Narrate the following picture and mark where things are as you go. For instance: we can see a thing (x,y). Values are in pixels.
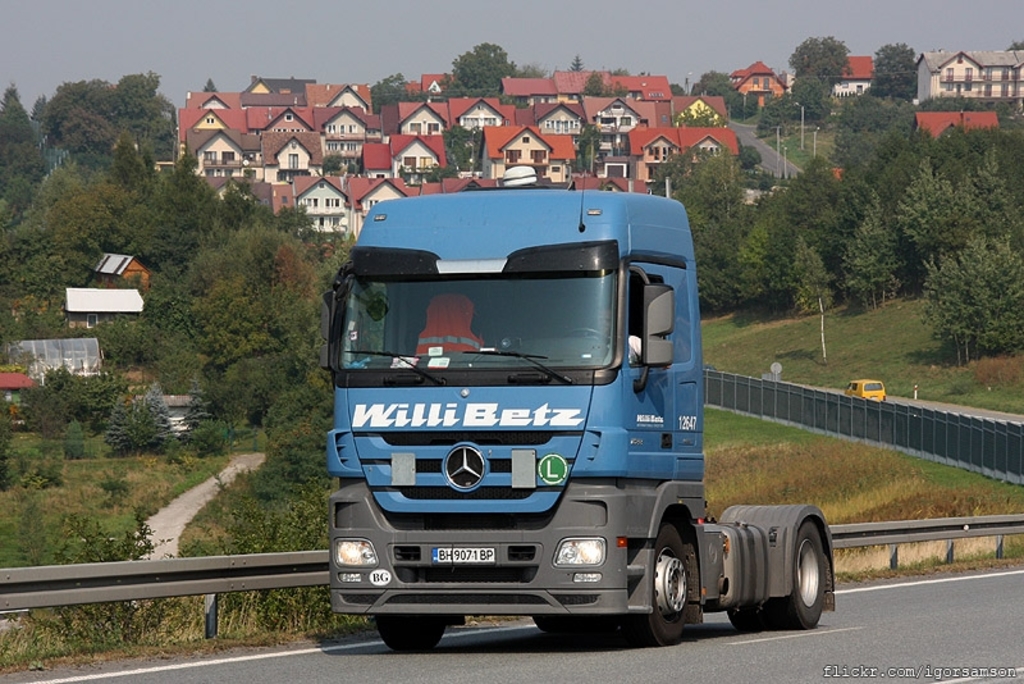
In this image I see 2 vehicles (680,371) on the road (256,651) and in the background (137,262) I see number of trees (238,343) and houses (684,109) and I see the sky (283,52) and I see the watermark (963,674) over here and I see that something is written on this vehicle (516,423).
